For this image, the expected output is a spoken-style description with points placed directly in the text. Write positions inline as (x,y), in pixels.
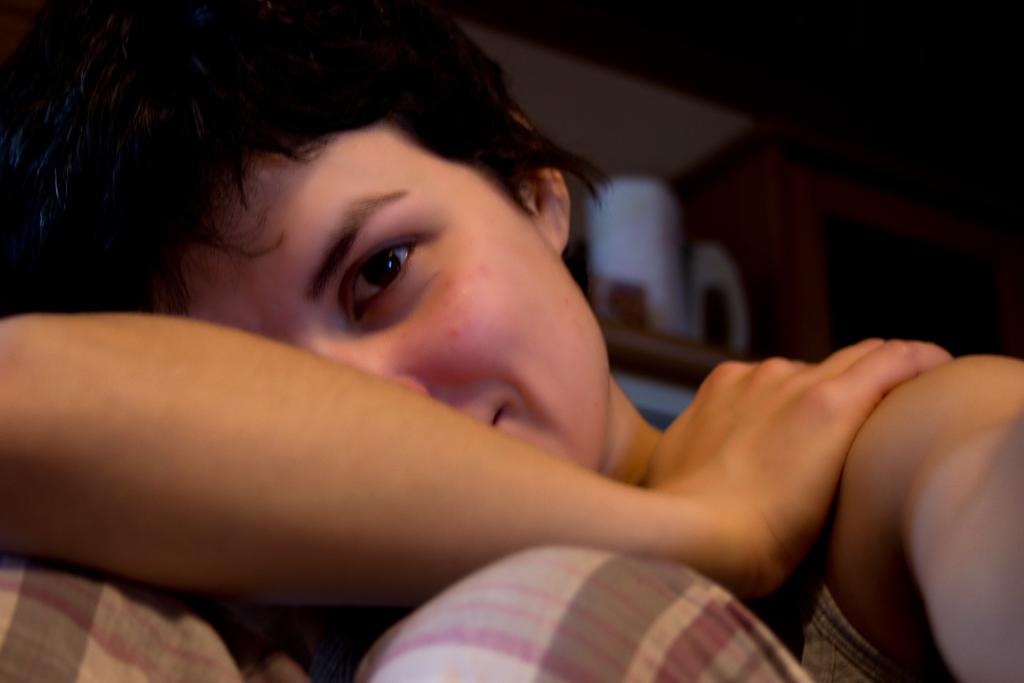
In the center of the image (473,285), we can see a person (395,552) and in the background (714,178), there are some objects (751,271).
